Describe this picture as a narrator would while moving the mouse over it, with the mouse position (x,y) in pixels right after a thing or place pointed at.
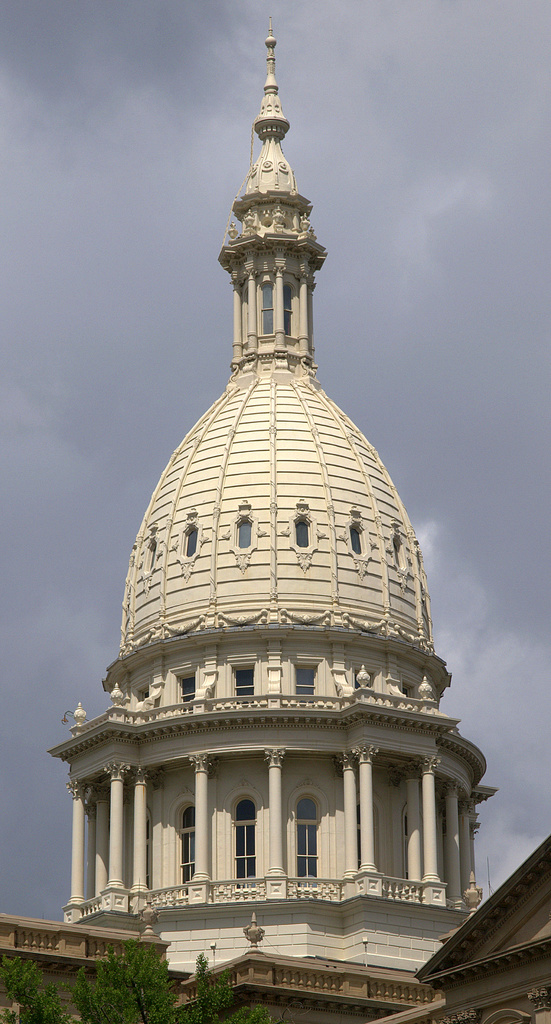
This is the picture of a building (453,934). In this image there are buildings (487,942) and there is a tree (199,965). At the top (71,103) there are clouds (17,63).
